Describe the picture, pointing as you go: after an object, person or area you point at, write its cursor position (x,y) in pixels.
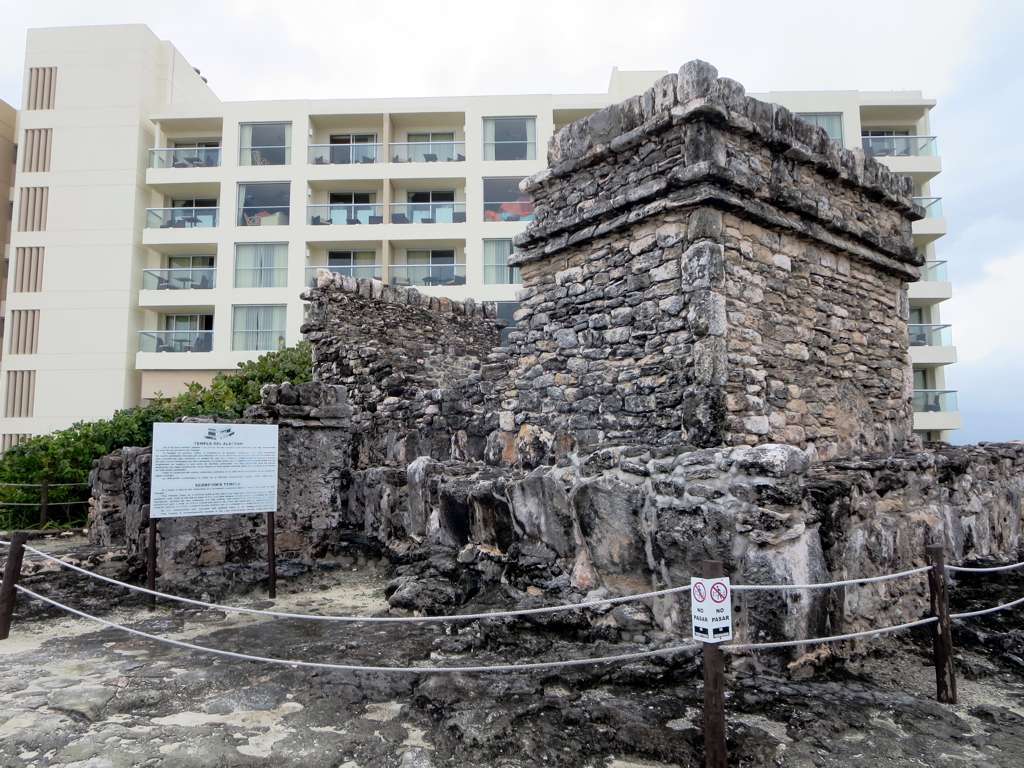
In this picture we can see a board (234,479), there are some rocks (570,450) here, in the background (191,215) there is a building (185,321), we can see trees (182,415) on the left side (98,446), we can see a caution board (711,609), there is the sky (370,69) at the top of the picture (365,40), we can see glasses (512,149) of this building (471,191), we can see ropes (376,618) in the front (315,661).
